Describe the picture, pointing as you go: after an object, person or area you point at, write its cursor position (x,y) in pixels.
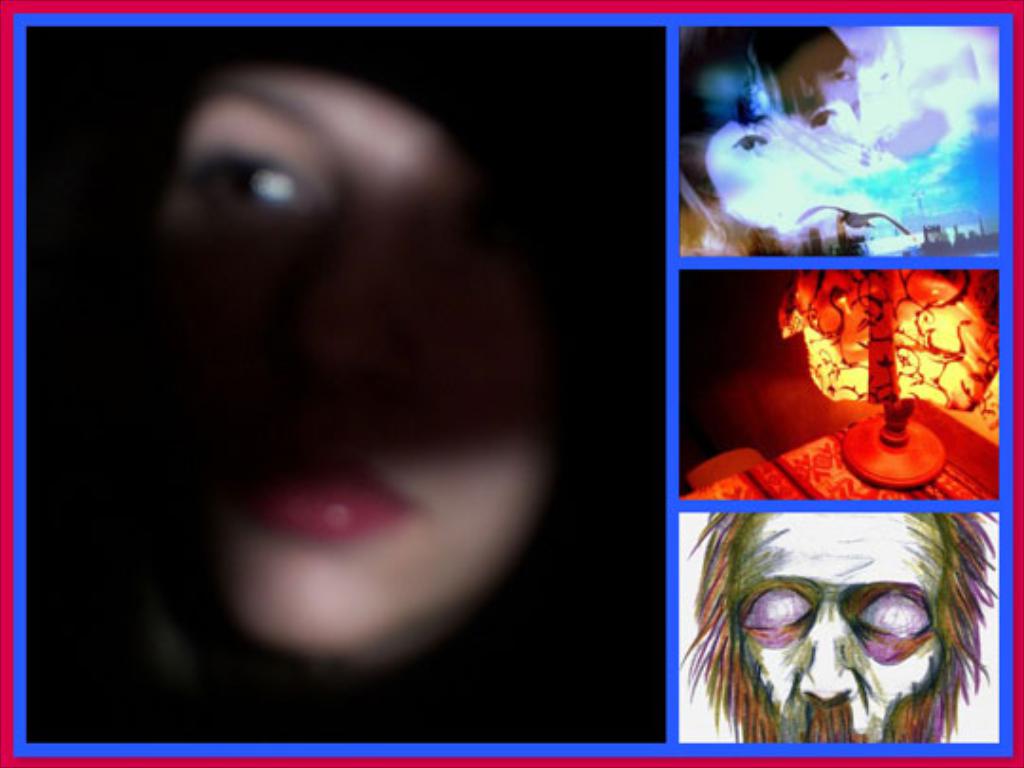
In this image I can see collage photos where on the left side (211,124) I can see face (392,480) of a person (351,234). On the right side (780,633) I can see few depiction pictures (868,71) and few other things (816,460) in the middle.
